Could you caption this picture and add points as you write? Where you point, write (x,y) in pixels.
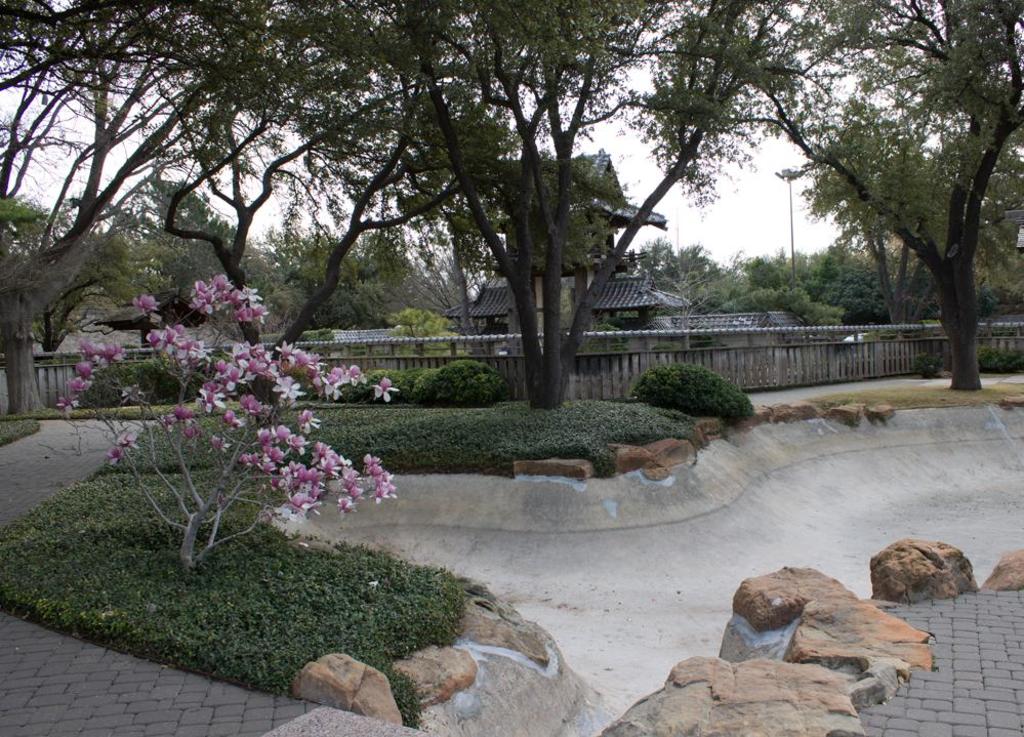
In this image we can see a small plants (236,511) and flower plants (292,497), some trees (228,100) on the ground (761,396). On the right side of the image (702,543) there is a pond (637,552). In the background (136,177) there is a house (494,302), trees (495,279) and sky (798,185).
